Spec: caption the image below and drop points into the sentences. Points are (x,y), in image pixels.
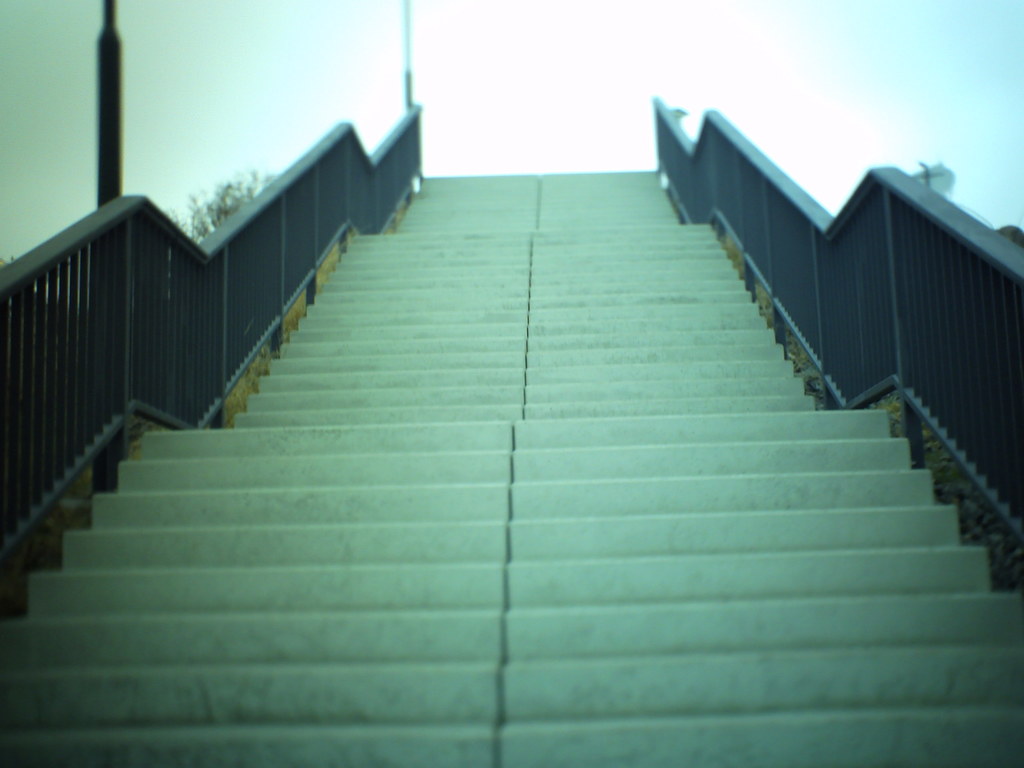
In this picture I can see stairs (361,300), there are iron grilles (789,287), there is a tree (200,195), and in the background (351,86) there is the sky (511,86).
